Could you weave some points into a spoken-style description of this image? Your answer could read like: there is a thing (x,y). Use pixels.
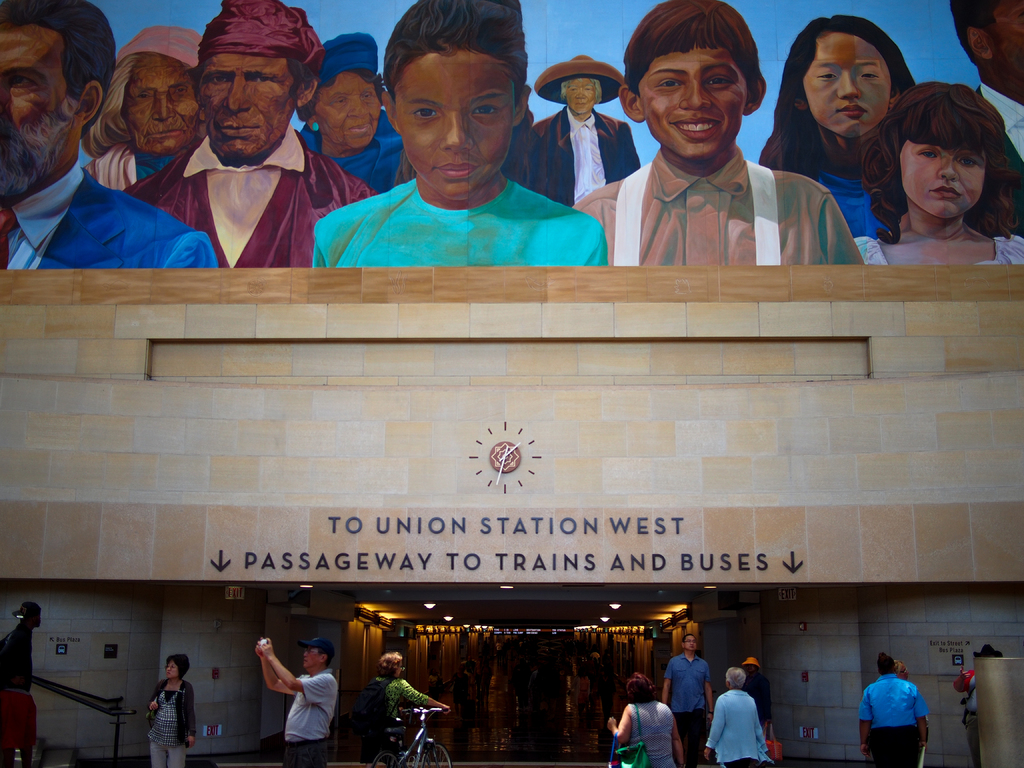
In this image we can see some people (891,704) at the bottom of the image (906,702) and there is a building (454,392) with some text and we can see the group of people (214,133) painting on the building (638,606).
